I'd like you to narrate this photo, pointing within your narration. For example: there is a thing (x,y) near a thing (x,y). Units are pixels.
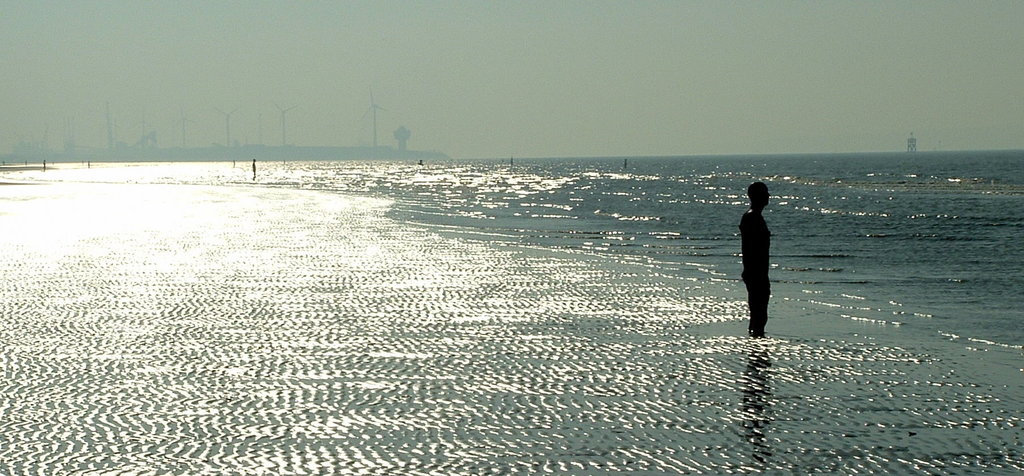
In this picture there is a man (756,285) who is standing on the right side of the image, in the water (727,203) and there is water (518,238) around the area of the image, there are windmills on the left side of the image (228,130).
